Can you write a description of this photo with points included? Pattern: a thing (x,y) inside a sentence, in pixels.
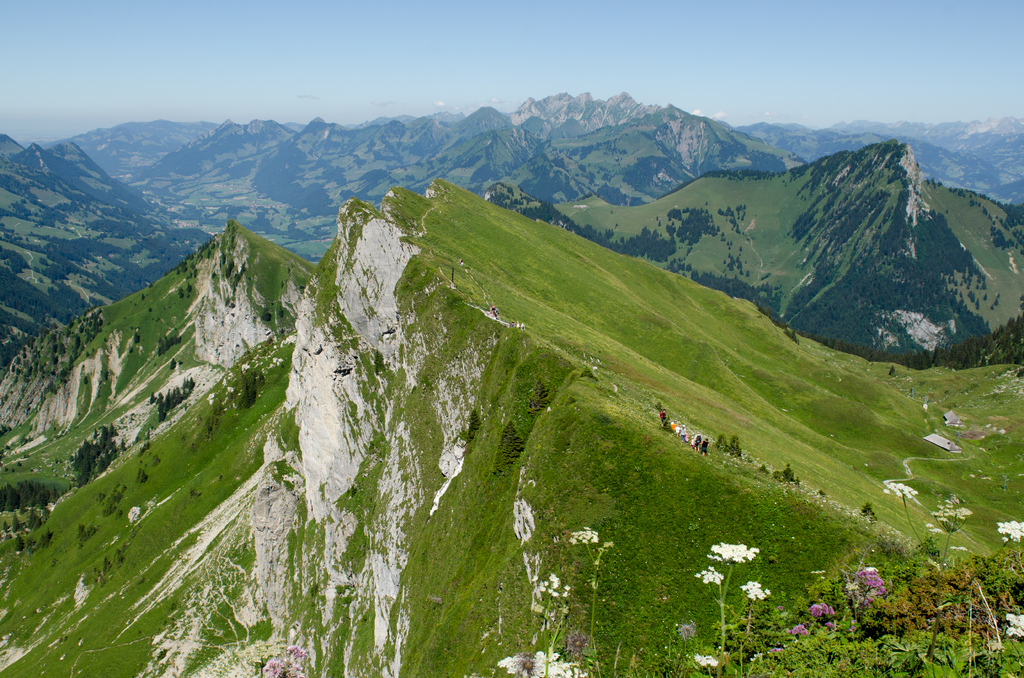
In this image we can see some plants (782,607), flowers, mountains (786,573), people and trees (110,460), in the background (276,17) we can see the sky (360,52).
